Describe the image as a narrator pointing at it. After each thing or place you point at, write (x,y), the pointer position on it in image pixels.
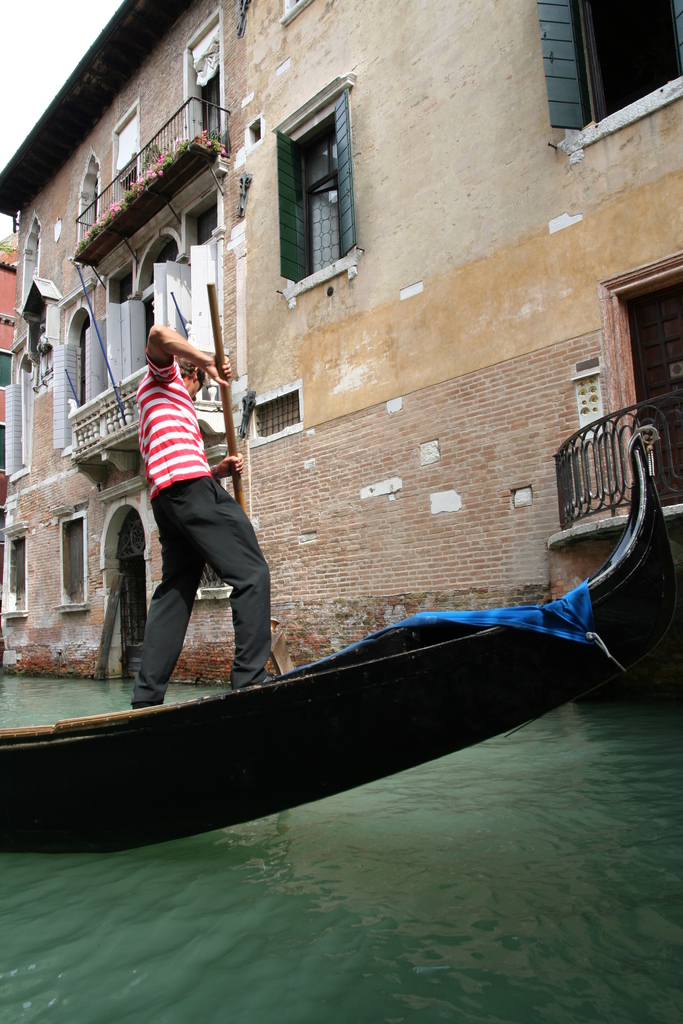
In this image we can see a person (243,539) is standing on the boat (426,631) on the water (146,1007) by holding a stick (222,357) in the hands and there is a cloth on the boat (438,653). In the background (58,464) we can see buildings (360,551), windows (323,135), doors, plants (81,242) with flowers (110,205) at the railing (219,143) and sky (17,84).
